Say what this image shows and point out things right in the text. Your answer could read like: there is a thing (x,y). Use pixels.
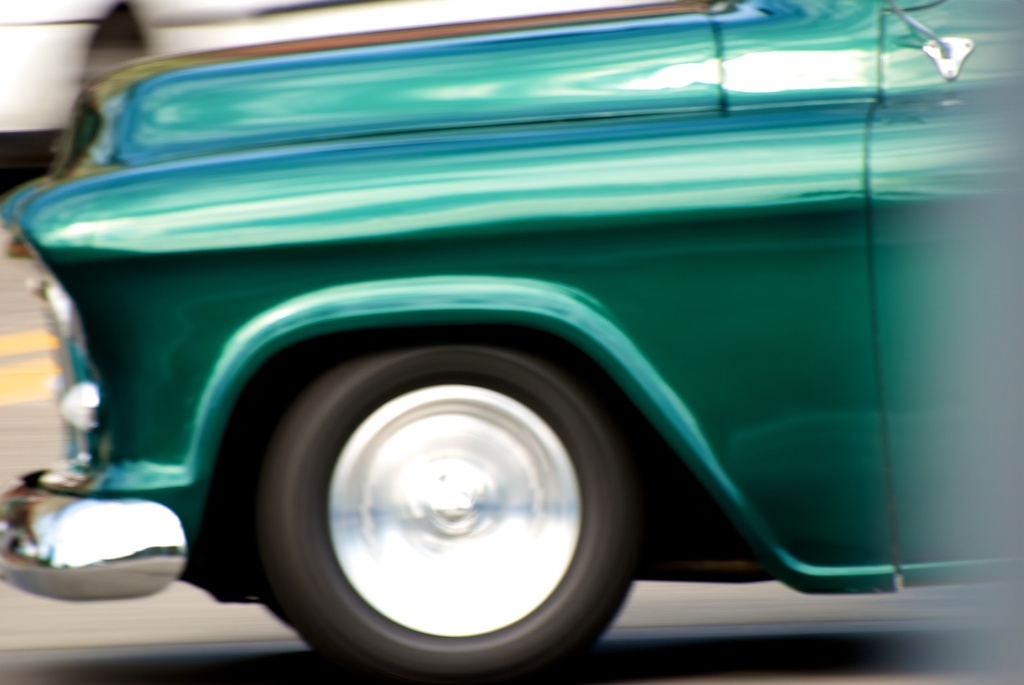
In this picture we can see a car (402,466) on the road (678,621).
